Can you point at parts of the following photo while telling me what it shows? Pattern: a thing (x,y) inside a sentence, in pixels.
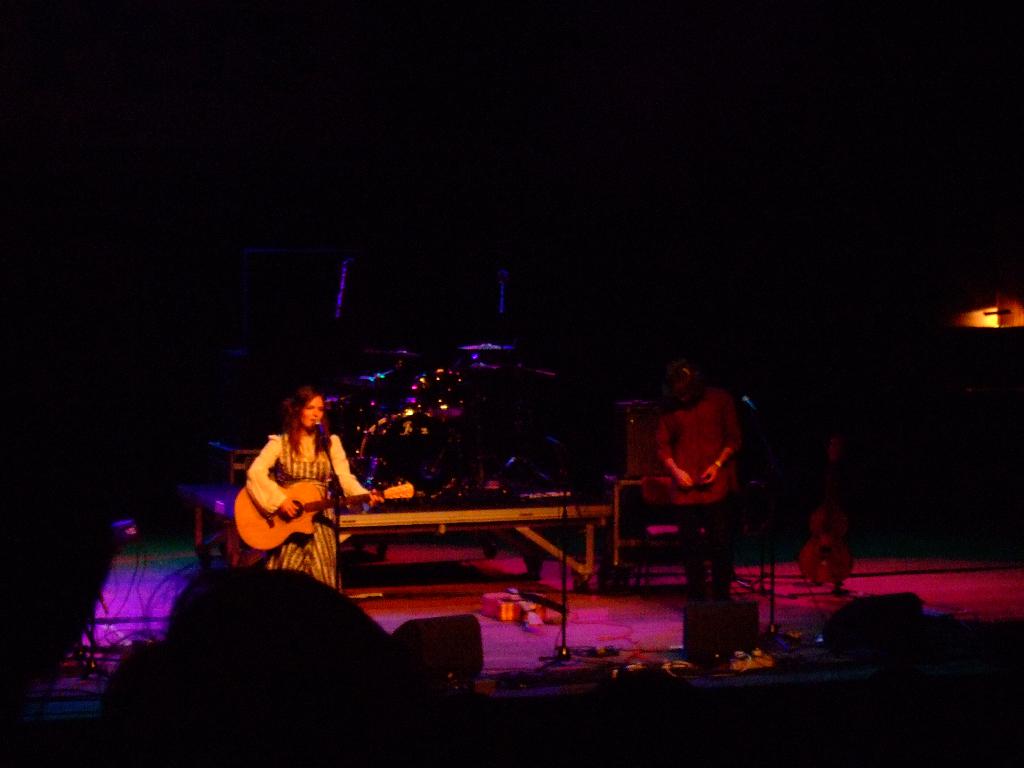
In this picture we can see one woman (295,481) and person (674,385) where woman (277,495) is holding guitar (268,529) in her hand (378,495) and playing it and singing on mic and in background (498,514) we can see table (518,509), lights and it is dark.
